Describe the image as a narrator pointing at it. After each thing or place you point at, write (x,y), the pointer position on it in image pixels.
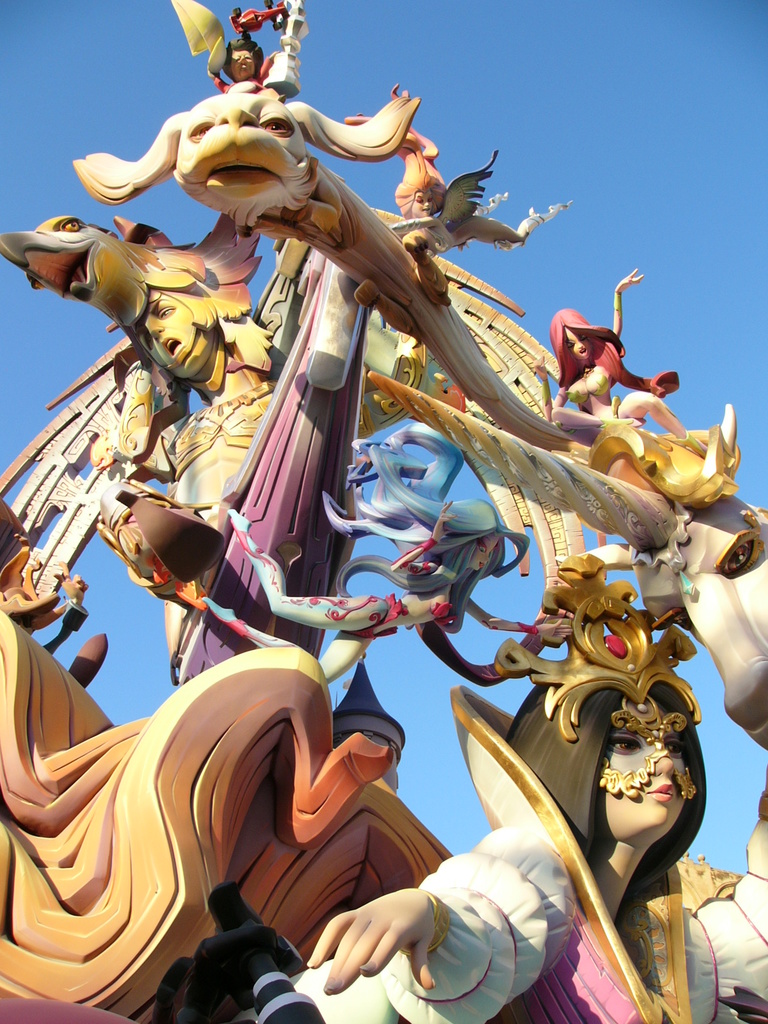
In this picture we can see there are sculptures (541,832). Behind the sculptures (119,515), there is the sky (304,50).
